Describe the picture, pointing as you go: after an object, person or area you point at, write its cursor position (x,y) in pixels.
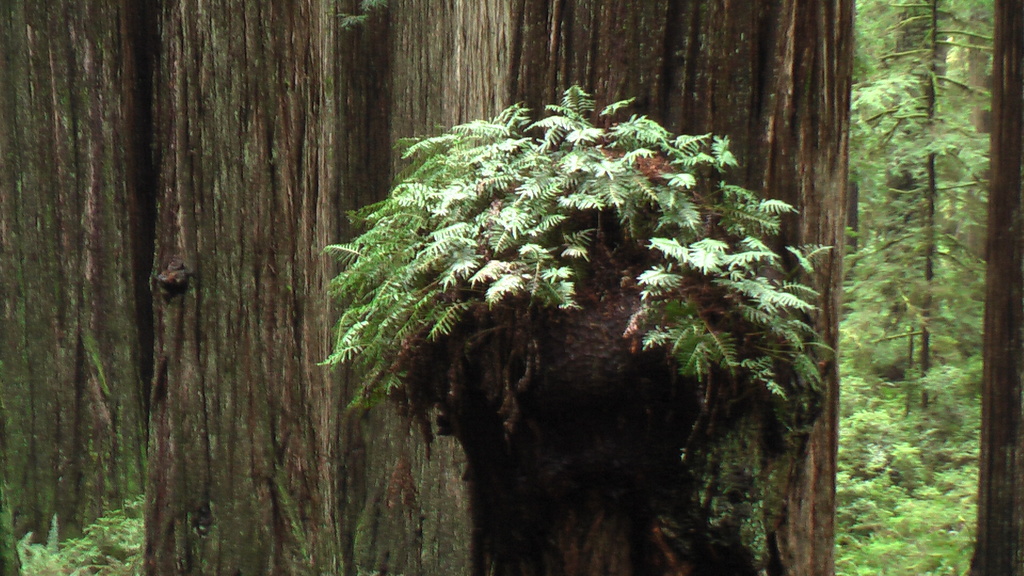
In the middle of the image (626,362) there is a tree trunk (617,421) with plants (677,224). In the background (58,174) there are tree trunks (989,79). At the right corner of the image (940,228) there are trees (942,308).
